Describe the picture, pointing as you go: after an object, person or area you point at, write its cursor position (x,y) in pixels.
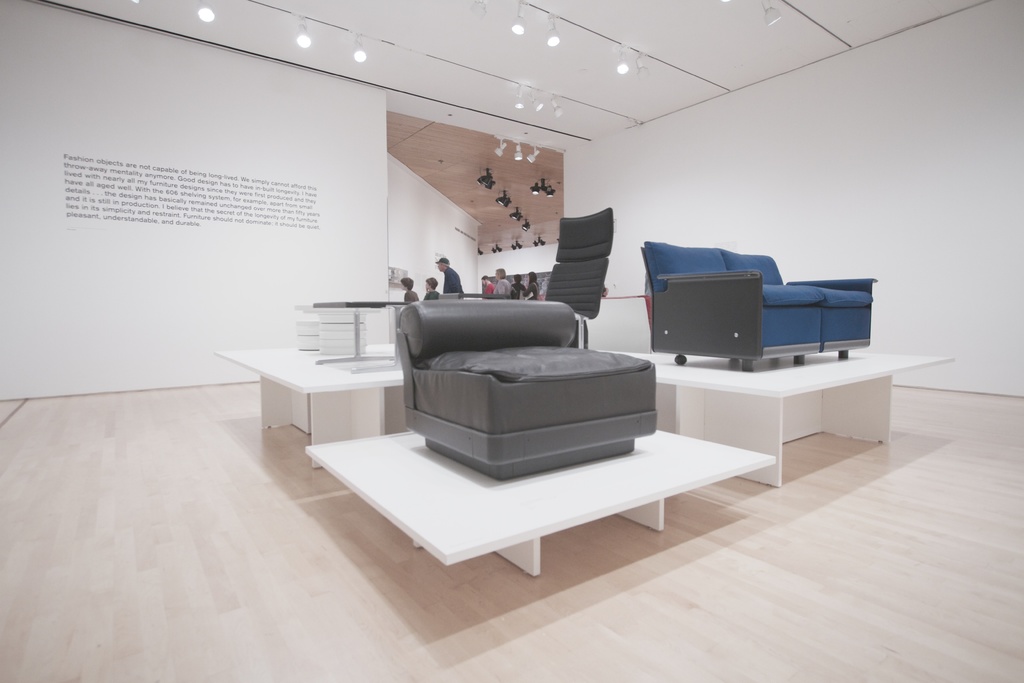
Here we can see a two sofa (413,422) are kept on a wooden table (621,465) which is on the floor (868,563). In the background (432,289) we can observe a group of people (488,287).
